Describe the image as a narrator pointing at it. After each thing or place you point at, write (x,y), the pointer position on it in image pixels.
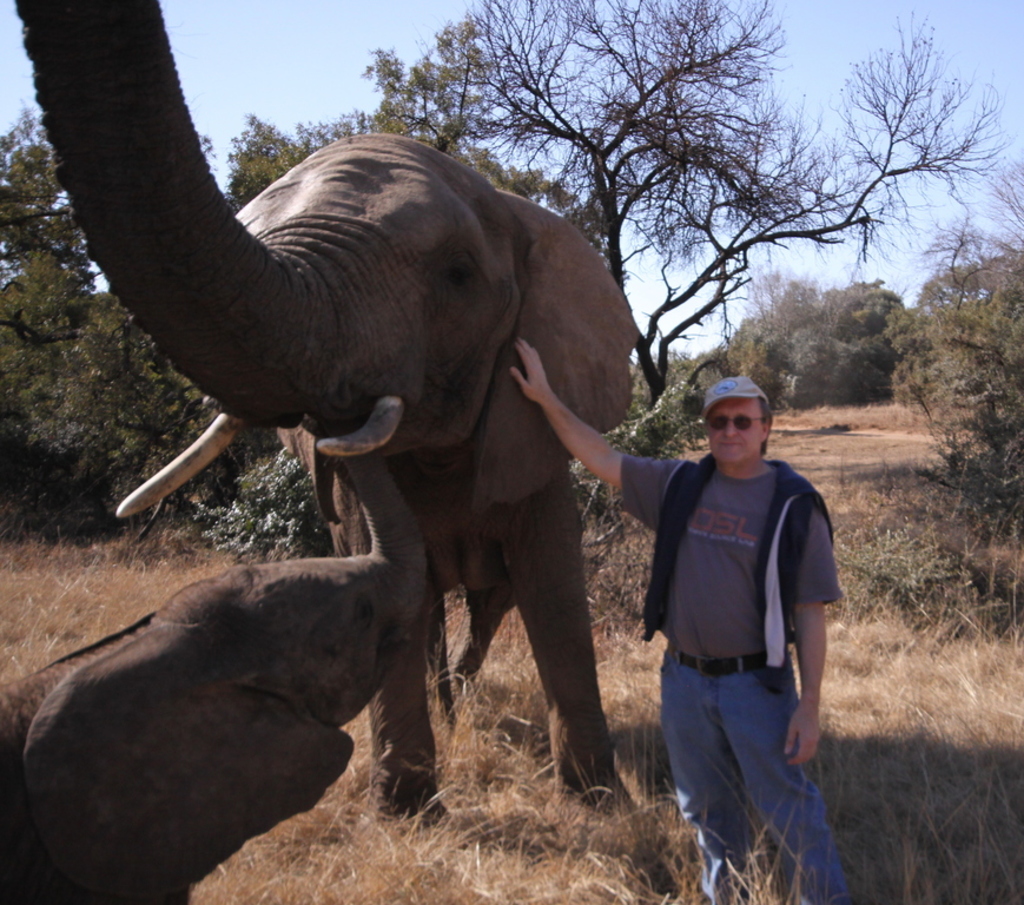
In this picture we can see two elephants (52,43). Here we can see a man (826,525) standing besides an elephant (545,493). He has goggles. And he wear a cap (764,391). On the background (499,135) we can see some trees (1015,459). And this is the sky (295,62).
